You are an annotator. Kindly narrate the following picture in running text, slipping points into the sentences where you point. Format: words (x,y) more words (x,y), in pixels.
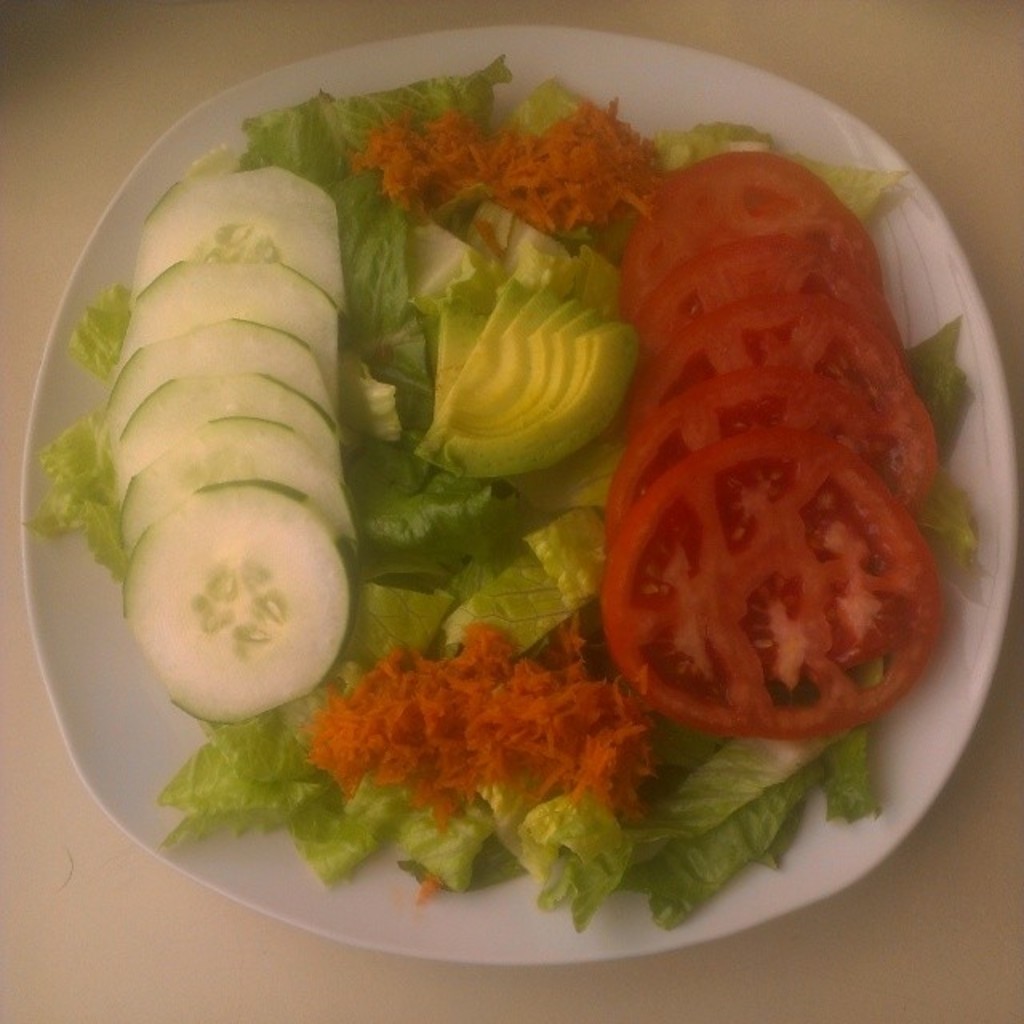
In the foreground (552,31) I can see a plate (985,378) in which there are cucumber (260,682), tomato (731,565), avocado (541,434), leafy vegetables (502,601) sliced are kept on the table (143,957). This image is taken in a room (308,563).
